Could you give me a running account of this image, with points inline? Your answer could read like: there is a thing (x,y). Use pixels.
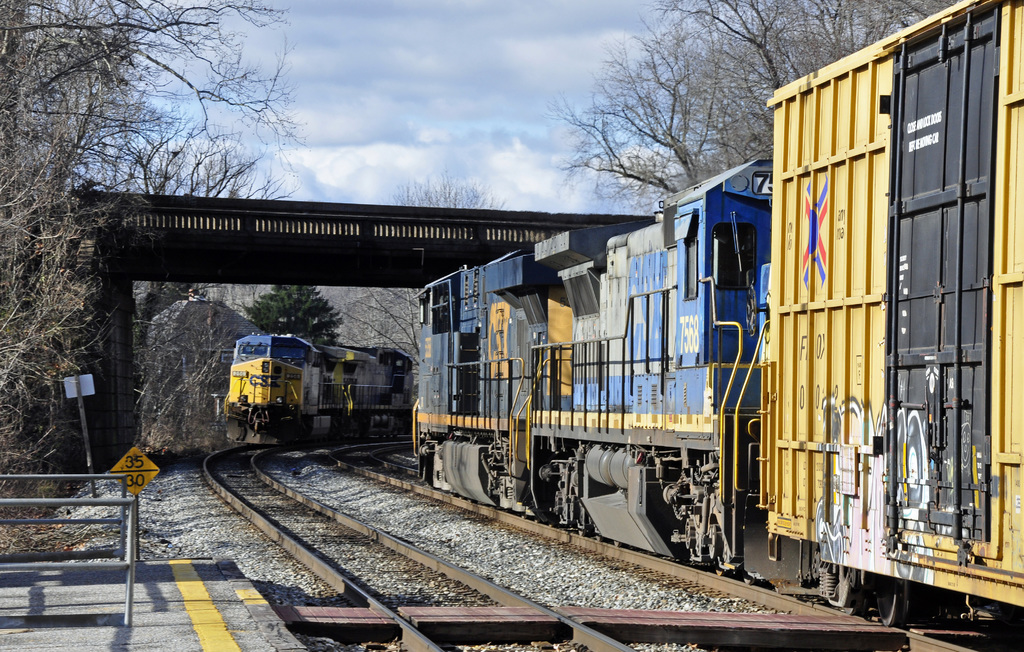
In this image we can see trains (353,412) on the railway tracks (311,495) and stones (273,510). In the background (270,255) there are trees (35,346), bridge (179,203), house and clouds (327,30) in the sky (329,39). On the left side (76,373) we can see boards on the poles (80,393) and fence (65,567).
